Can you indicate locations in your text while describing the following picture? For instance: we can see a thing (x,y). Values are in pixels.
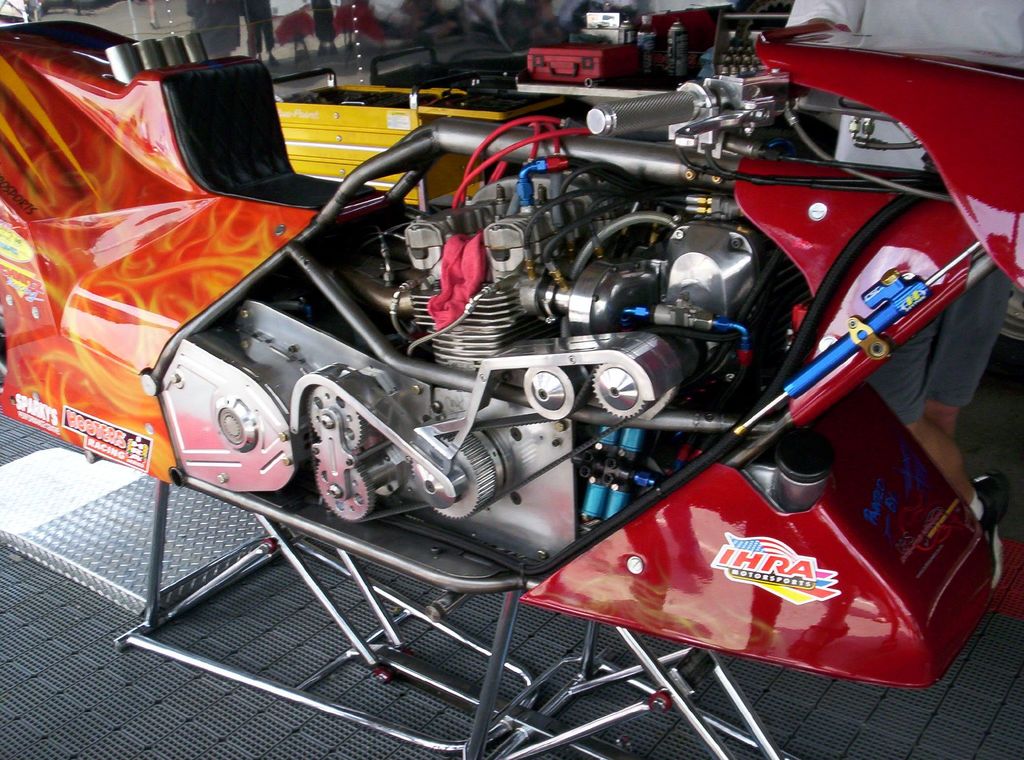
In this image there is a bike (527,471) with engine (520,493) in middle (569,432) beside that there are some tool boxes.
